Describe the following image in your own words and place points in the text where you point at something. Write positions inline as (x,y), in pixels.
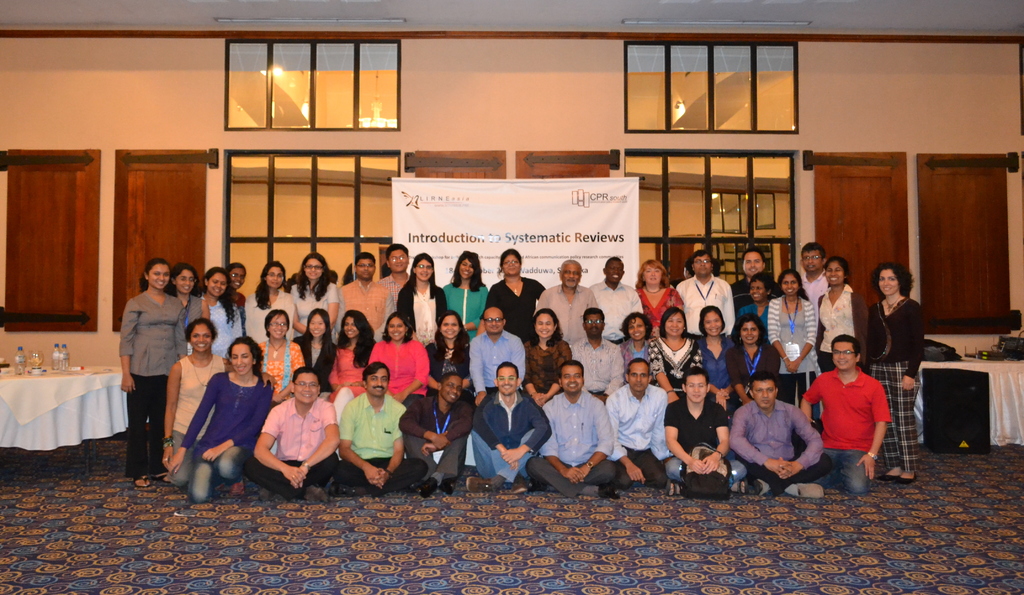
In this image I can see the floor (460,514), few persons (397,434) sitting on the floor (553,534), few persons (502,327) standing, a table (77,381) with few objects (56,356) on it, a speaker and a white colored banner (515,228) behind them. In the background (521,102) I can see the wall (469,99), the ceiling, few lights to the ceiling (389,27), few windows (738,213) and few brown colored doors (191,191).
